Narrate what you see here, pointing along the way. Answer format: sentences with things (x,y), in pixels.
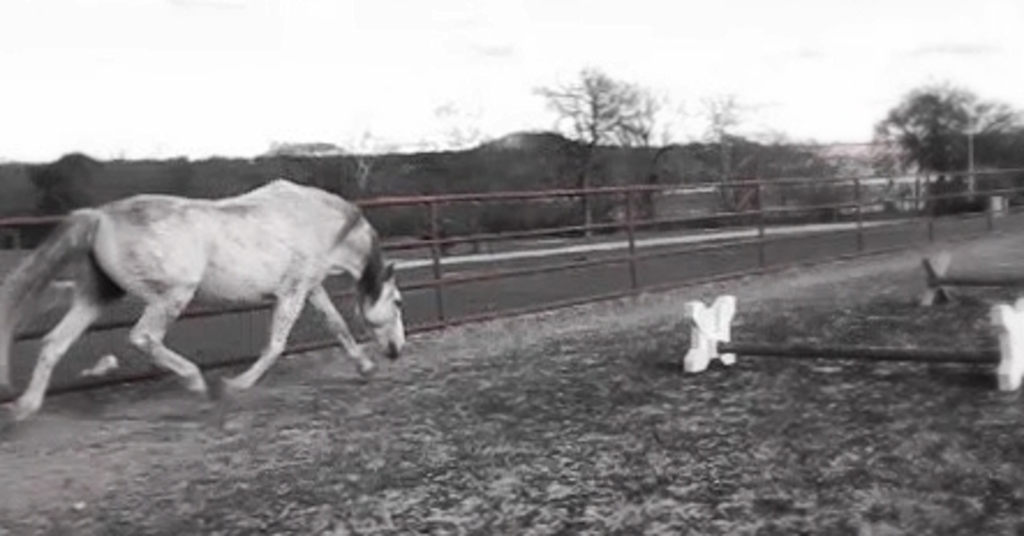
This is a black and white pic. In this image we can see a horse (305,292) on the left side (188,325) running on the ground (560,442) at the fence (249,355) and there are rods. In the background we can see trees (424,228) and sky (531,85).
